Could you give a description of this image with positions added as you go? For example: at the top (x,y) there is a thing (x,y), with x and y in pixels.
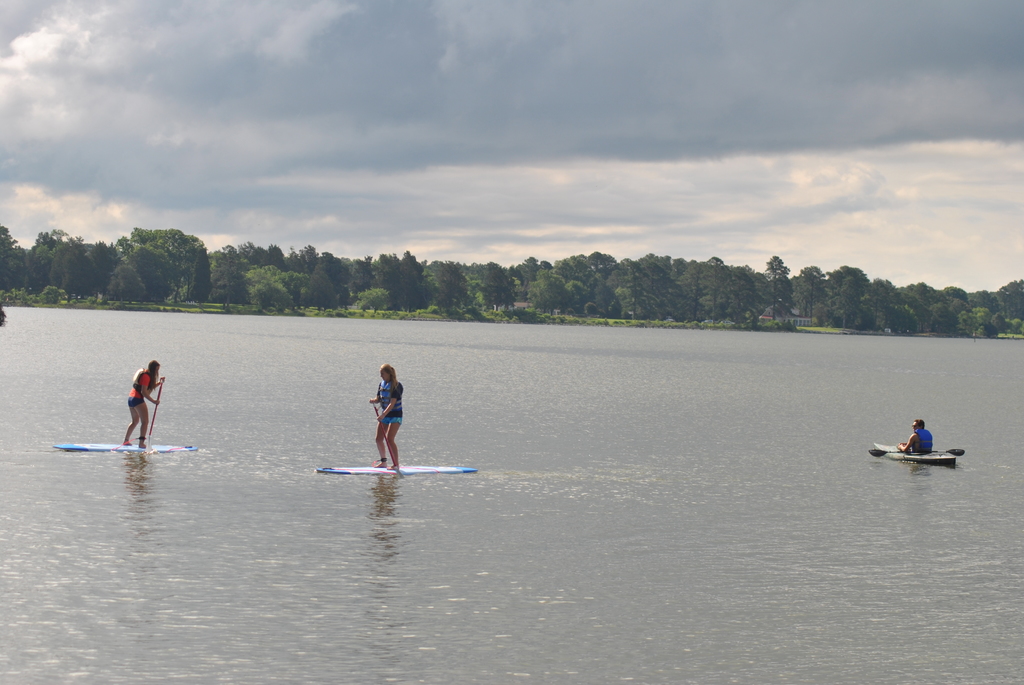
In this image we can see a person (923,449) rowing a boat (897,450) on the water (719,477) and two persons (141,410) standing on the surfboard (412,473) and in the background (192,265) there are few trees (783,287) and the sky (471,182) with clouds (515,78).
